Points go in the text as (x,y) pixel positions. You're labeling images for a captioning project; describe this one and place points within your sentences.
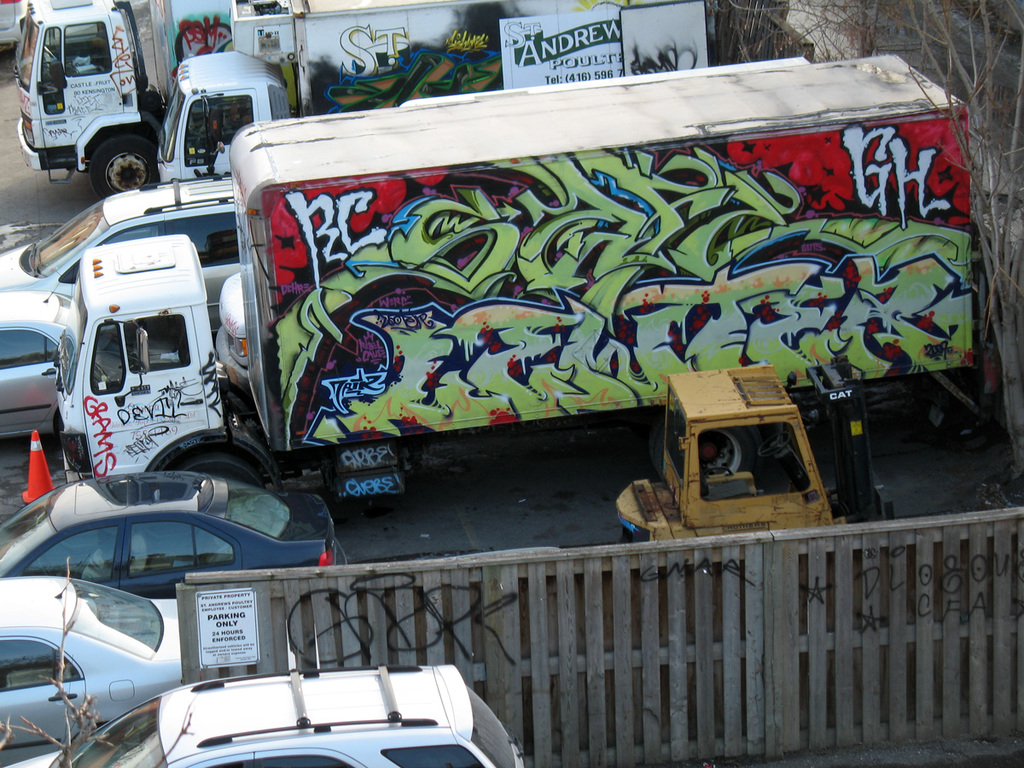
There are many cars (206,563) and trucks (234,157). On the left side (330,235) there is a truck (458,217). On the truck (441,249) there is graffiti (542,213). Also there is a railing (666,638). On the right side (847,41) there are trees (995,162).
